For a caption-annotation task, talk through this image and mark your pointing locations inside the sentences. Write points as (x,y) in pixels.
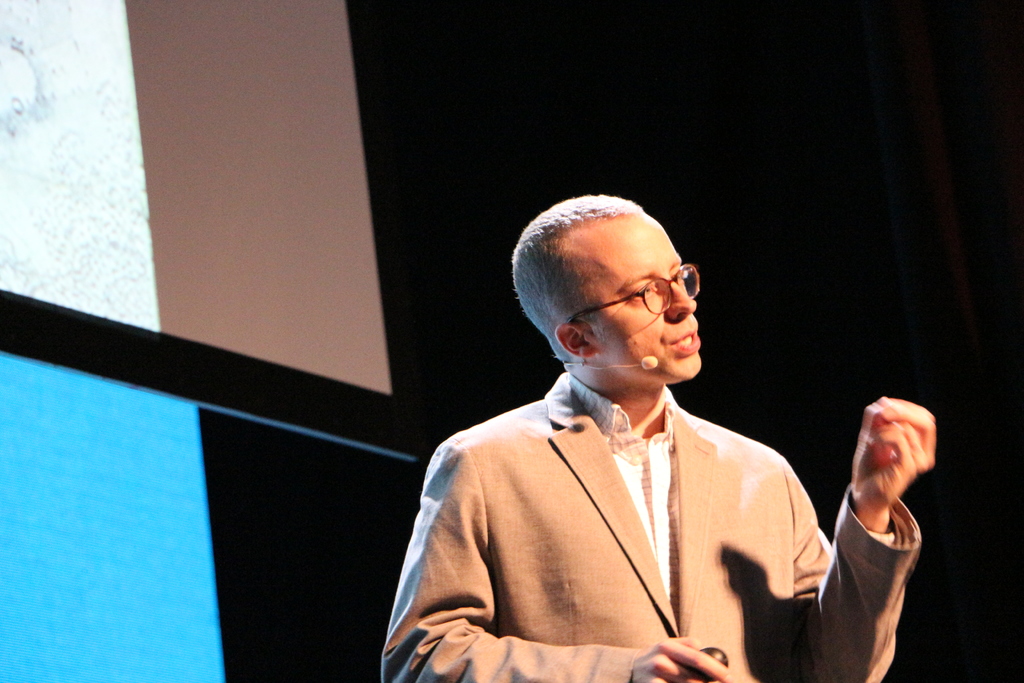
In this picture we can see a man (469,580) wore a spectacle (657,301), blazer (553,595) and talking on the mic (588,366) and in the background (724,323) it is dark.
